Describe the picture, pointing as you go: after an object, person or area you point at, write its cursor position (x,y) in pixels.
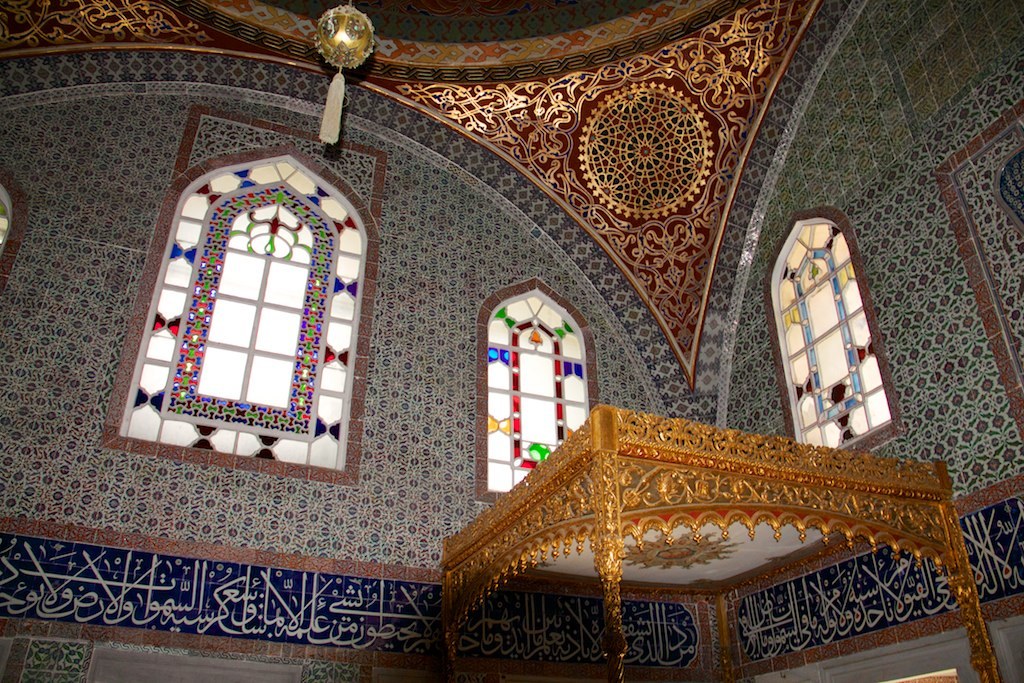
In this picture we see the interior (232,479) of a mosque (314,646) with big windows (150,305) and Arabic (261,584) written on the walls (838,554).
